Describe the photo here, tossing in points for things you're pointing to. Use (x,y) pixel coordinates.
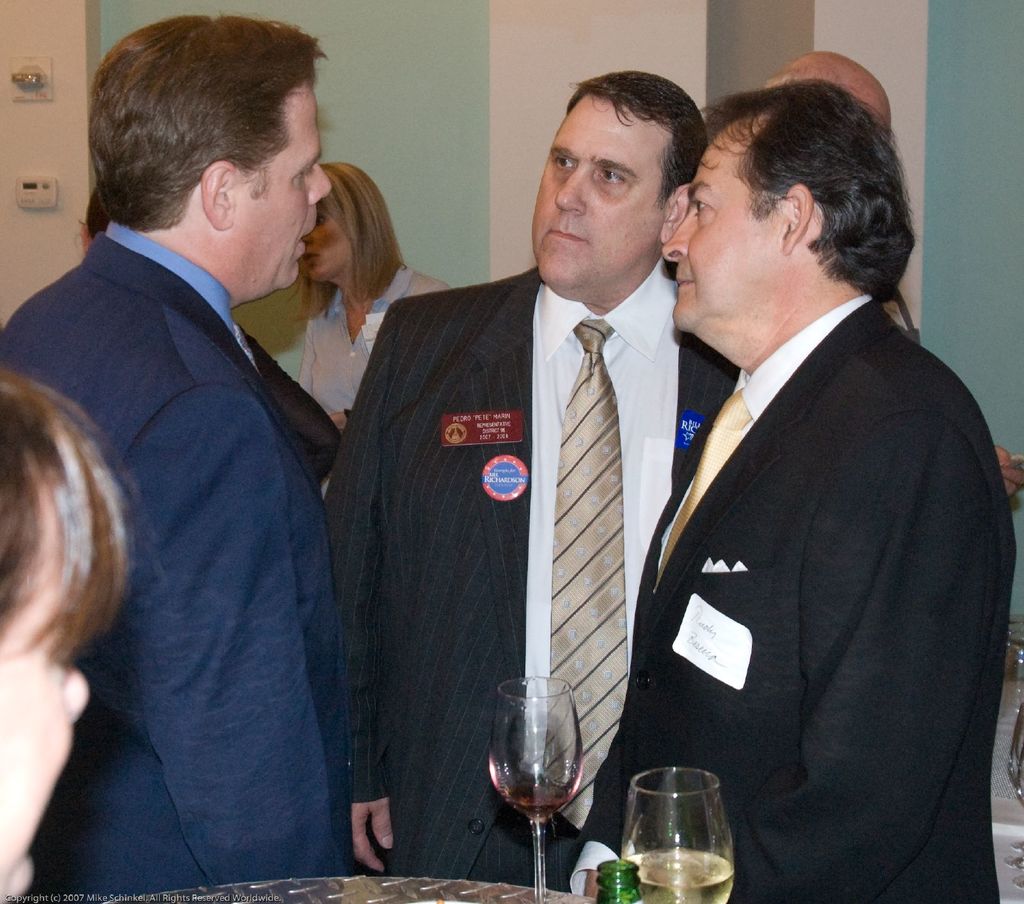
In this picture, there are three men (684,479) in the center (453,522). All the three are wearing blazers (428,638). Behind them, there are people (342,178). At the bottom (403,889), there is a table (453,889). On the table (419,900), there are glasses (646,807) and a bottle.
